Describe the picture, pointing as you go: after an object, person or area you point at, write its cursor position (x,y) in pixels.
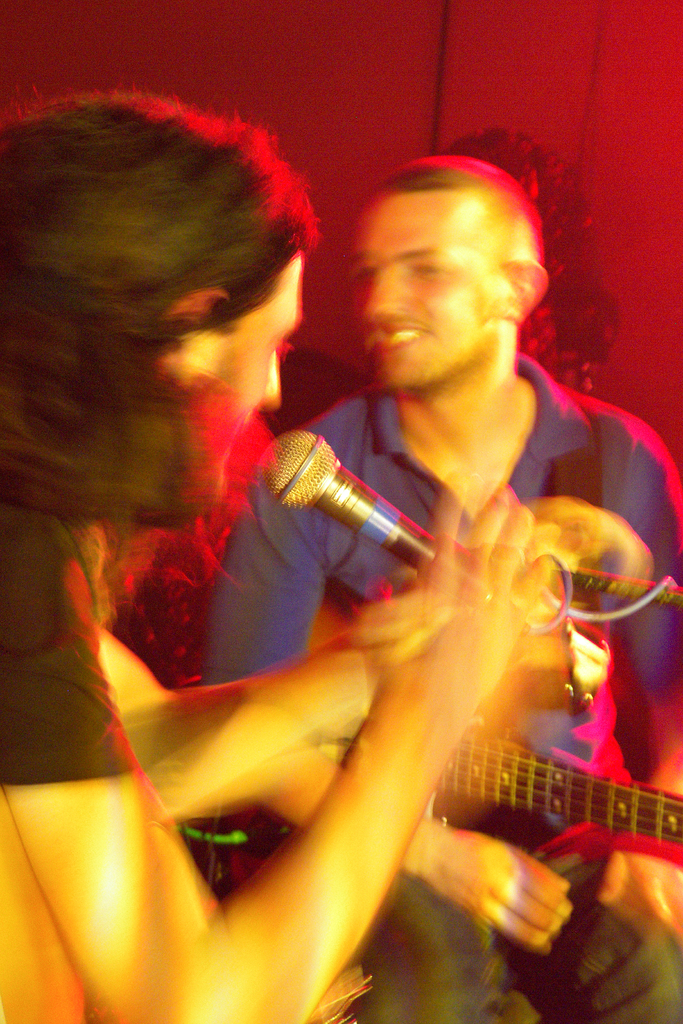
In this picture we can see man (121,584) holding mic (285,487) and in background (379,430) other man (541,368) sitting holding guitar (564,781) in his hand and here we can see wall (381,100) in red color.
